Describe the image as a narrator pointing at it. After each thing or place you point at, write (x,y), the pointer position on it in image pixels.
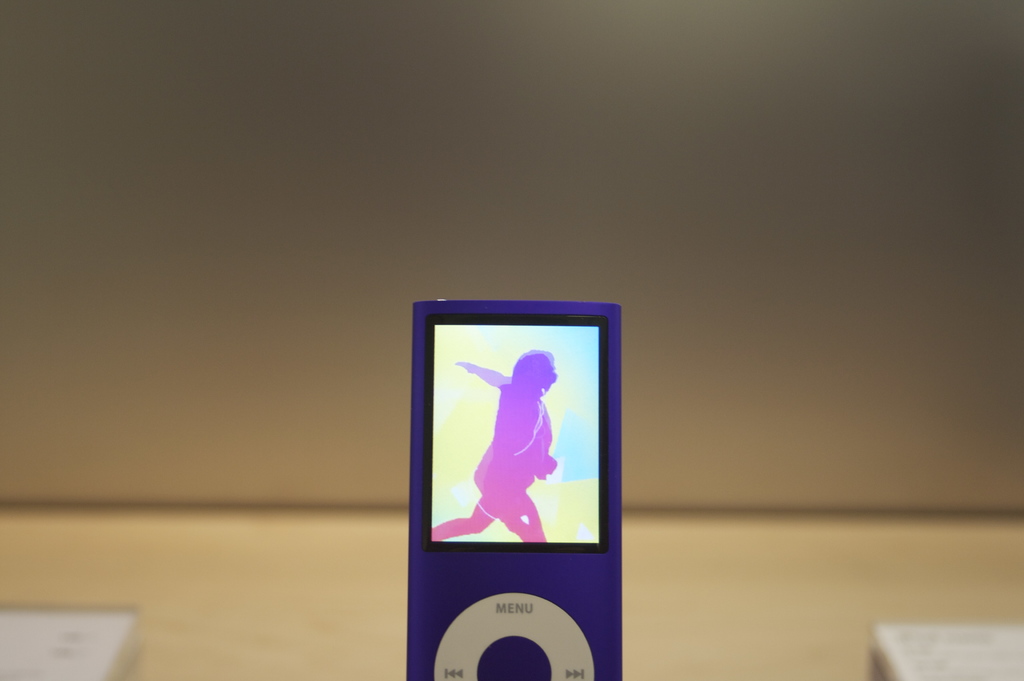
Front of the image there is an iPod (584,587). We can see screen (432,476) on this iPod (565,426). Background (393,408) it is blur.
